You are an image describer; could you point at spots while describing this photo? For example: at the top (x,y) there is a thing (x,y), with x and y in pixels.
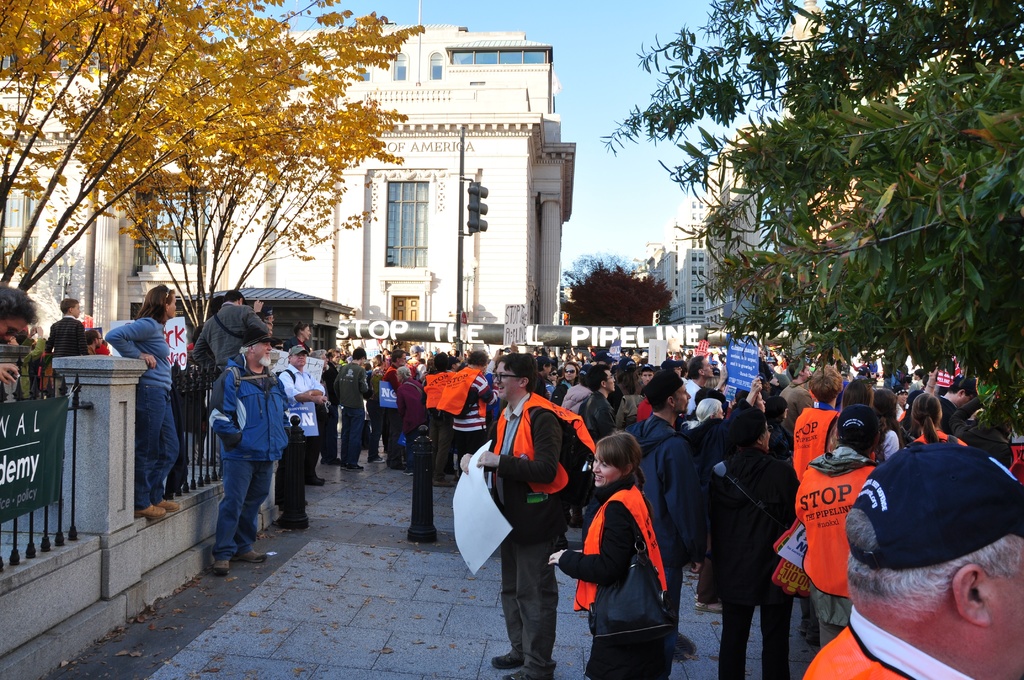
In this picture we can see a group of people (314,477) standing and some people (541,454) holding the boards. On the left side of the people (566,379) there is a banner (50,452) and iron grilles (59,516). Behind the people (509,365), there is a pipeline (490,334), buildings (688,286), trees (864,241) and a pole (461,249) with traffic signals (473,225). Behind the buildings (450,195) there is the sky (620,211).
